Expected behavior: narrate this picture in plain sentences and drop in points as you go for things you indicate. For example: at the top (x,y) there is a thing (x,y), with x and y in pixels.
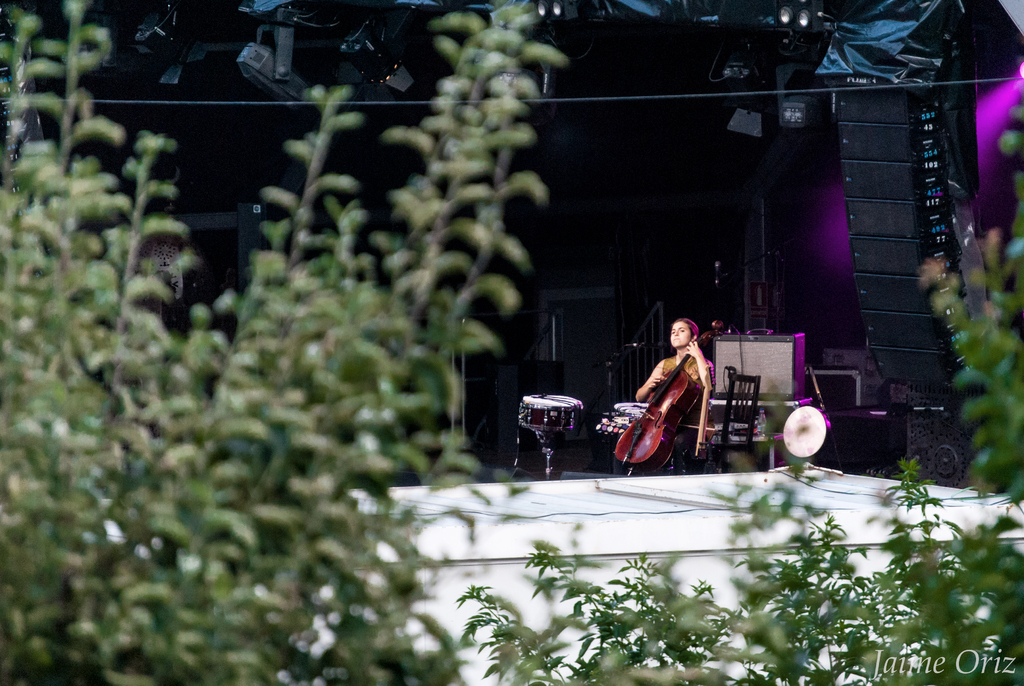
In this image, we can see some green plants (838,620). We can see a person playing a musical instrument (668,413). We can also see some objects (744,426) and lights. We can see the ground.
